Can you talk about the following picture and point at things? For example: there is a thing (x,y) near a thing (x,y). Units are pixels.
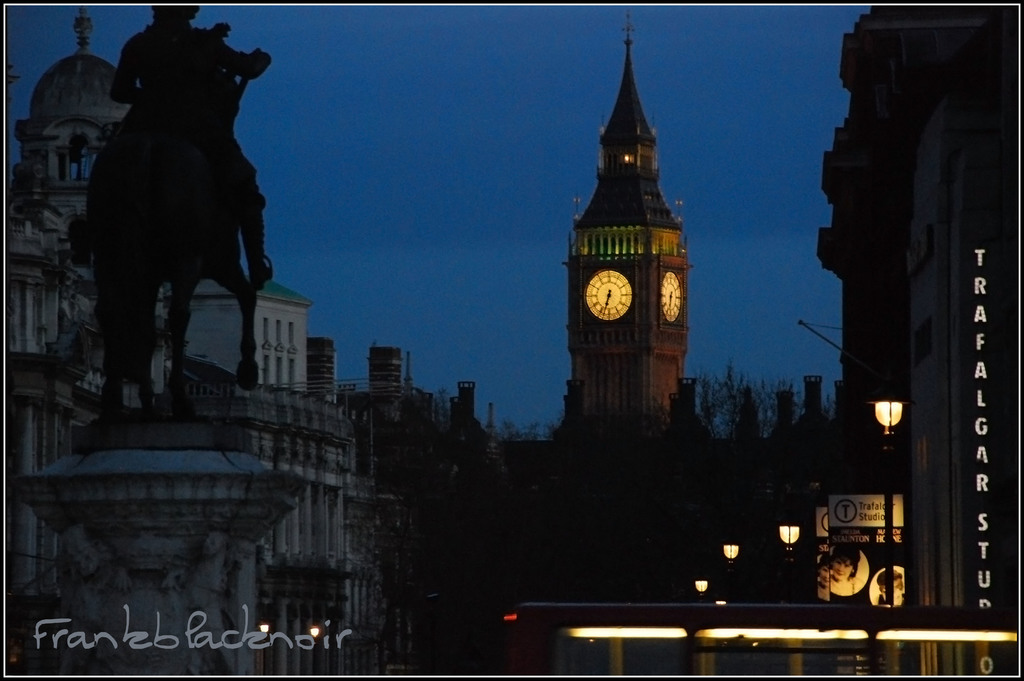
In this picture we can see buildings (620,530), poles (892,428), boards (883,524), and lights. There is a clock tower (624,302). In the background (504,218) there is sky (484,110).
